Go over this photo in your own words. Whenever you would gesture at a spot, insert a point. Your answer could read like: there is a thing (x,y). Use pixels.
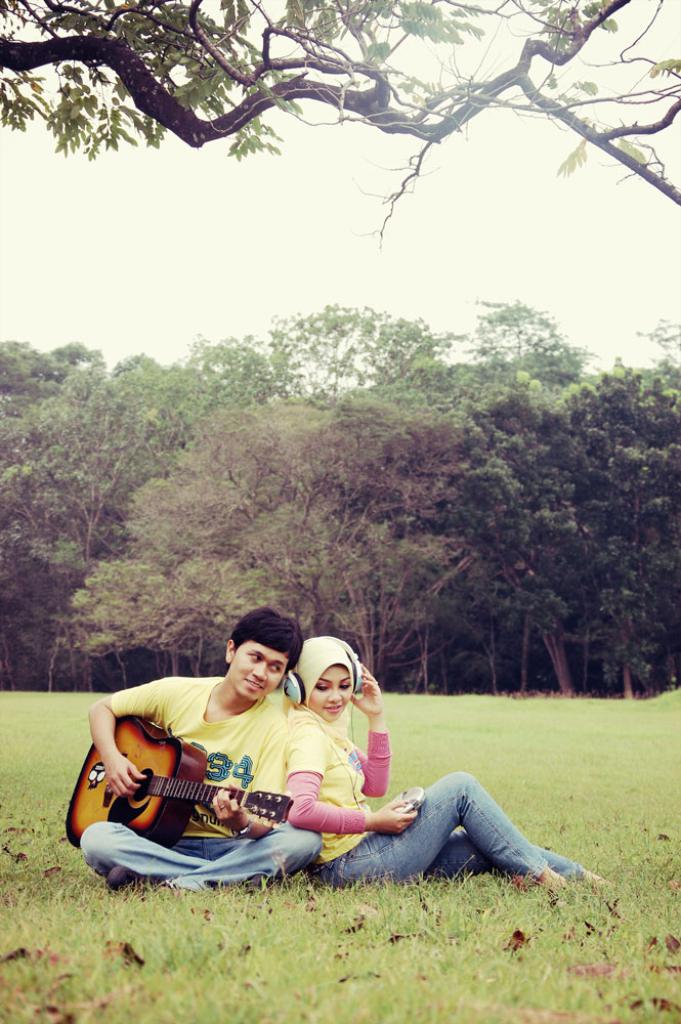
The two persons (238,726) sitting on a ground (424,899). One of them is playing a musical instrument (108,785). We can see in background (300,506) sky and tree (384,378).
